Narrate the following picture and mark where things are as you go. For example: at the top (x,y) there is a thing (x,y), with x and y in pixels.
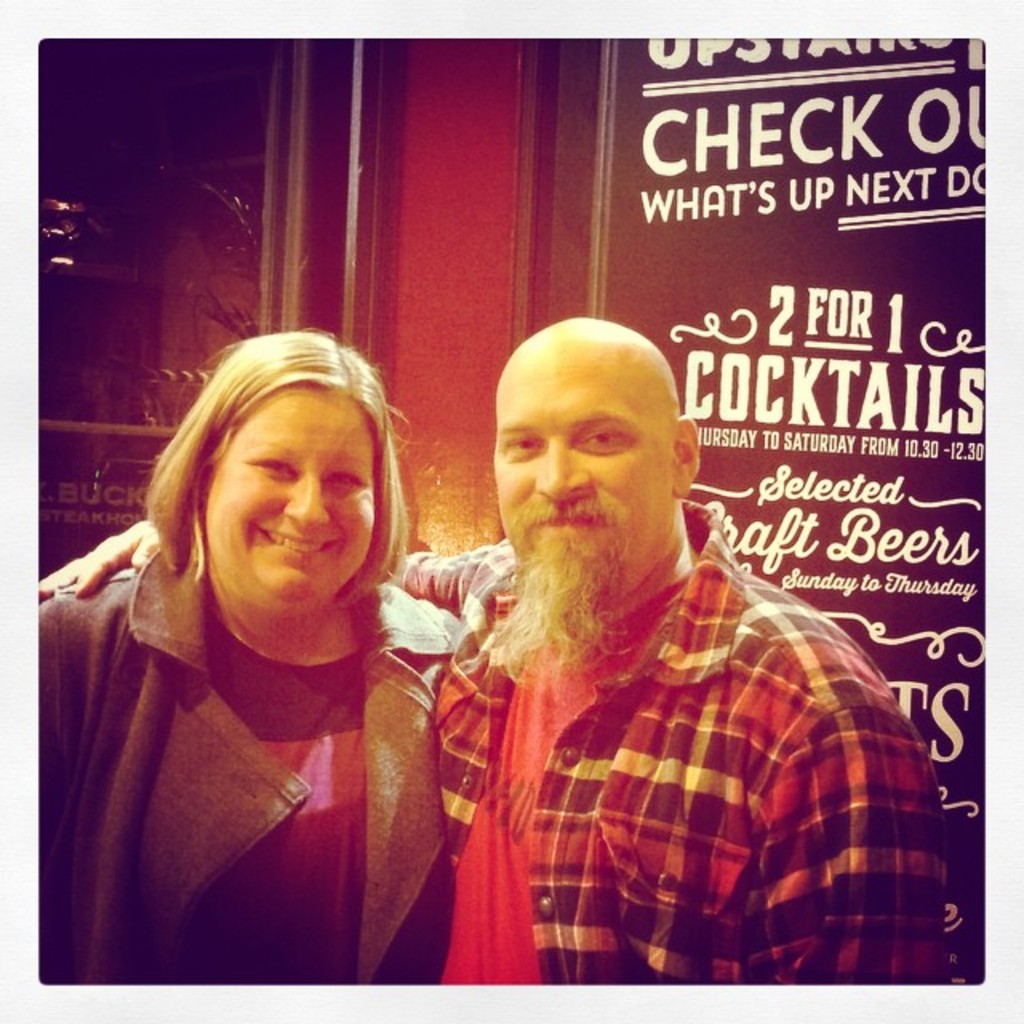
In this image we can see there is a boy (552,783) and a girl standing with a smile. In the background (612,288) there is a wall (756,225) with some text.
